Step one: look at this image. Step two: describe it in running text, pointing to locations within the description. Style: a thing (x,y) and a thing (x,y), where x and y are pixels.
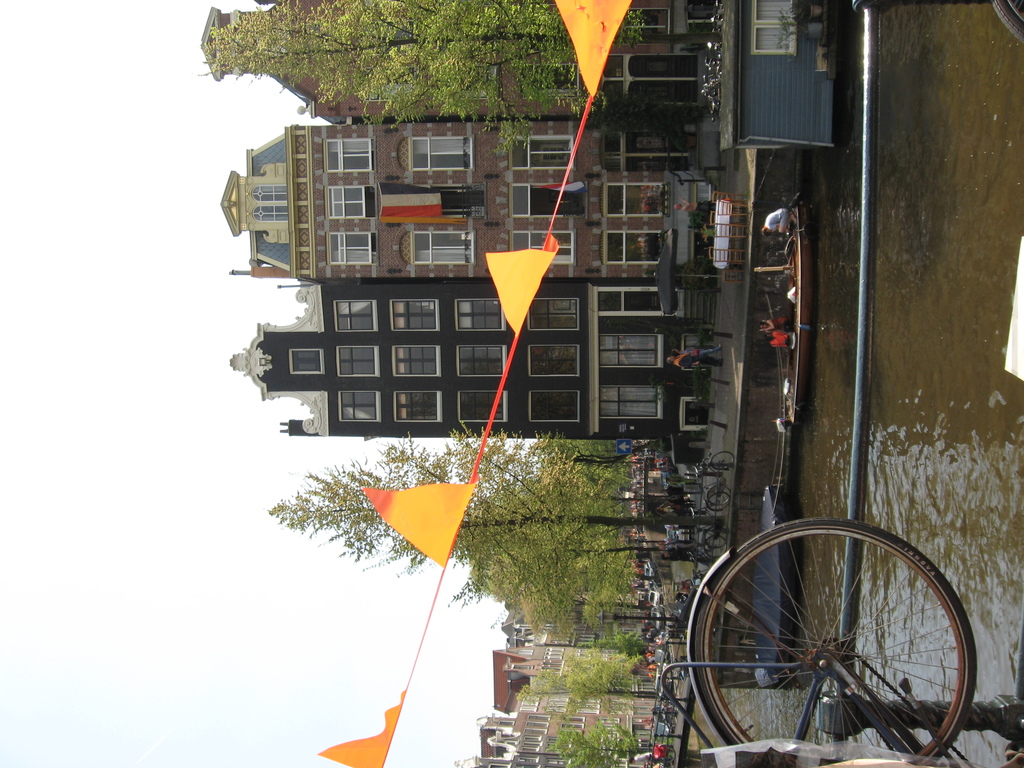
In this picture I can observe a building (337,271) in the middle of the picture (552,378). On either sides of the picture I can observe trees (431,15). On the right side (956,138) I can observe lake (906,317). In the background (204,160) I can observe sky (200,378).
